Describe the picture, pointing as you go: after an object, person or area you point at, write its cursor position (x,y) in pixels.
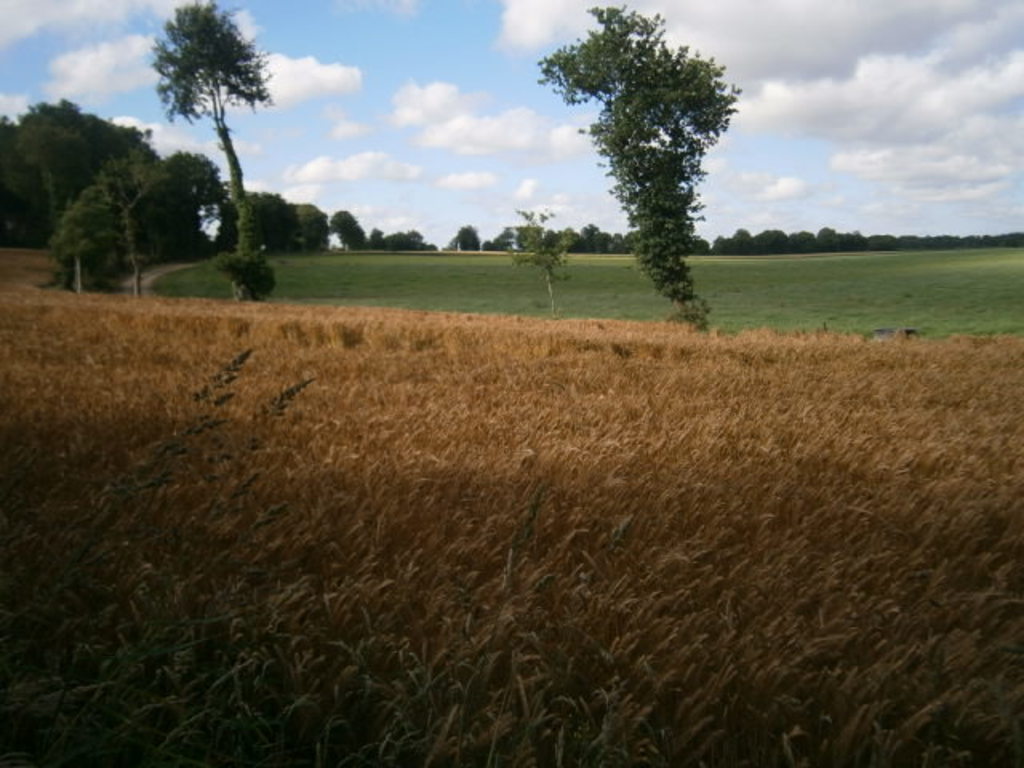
In this image at the bottom (585,666) there are some crops (686,502) and in the background (544,294) there are some trees (65,217) and grass (897,283), at the top of the image (479,115) there is sky (409,138).
